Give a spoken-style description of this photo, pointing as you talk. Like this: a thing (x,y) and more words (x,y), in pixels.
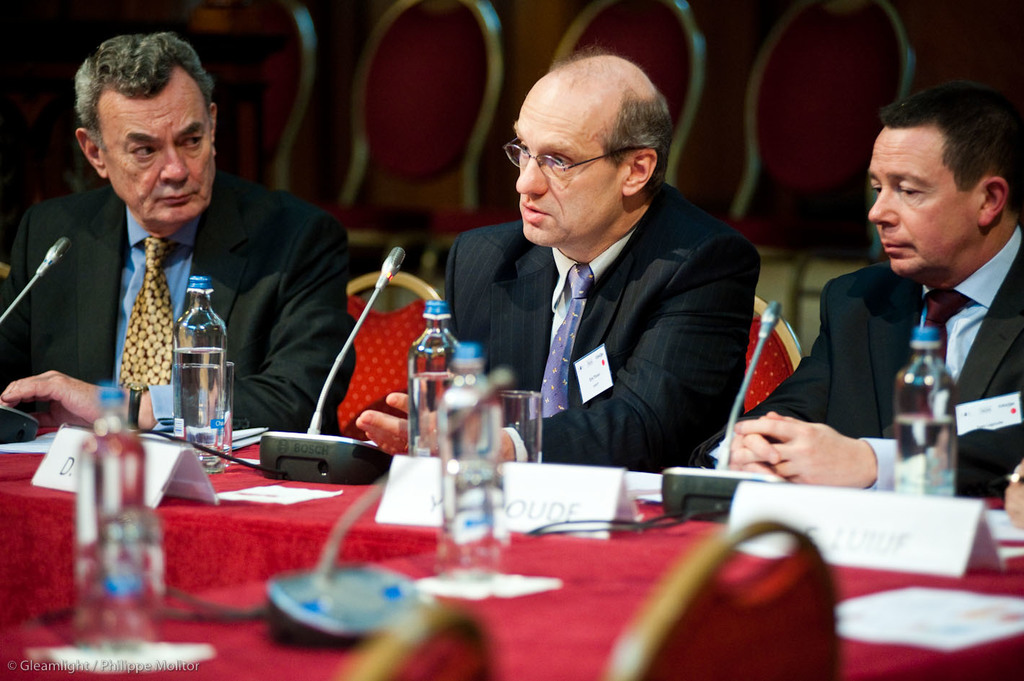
this picture shows three people (537,328) and we see few papers (197,463), water bottles (102,462) and microphones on the table (979,538) and we see a man (507,290) speaking with the help of a microphone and we see few chairs (665,45) on their back (941,53).
